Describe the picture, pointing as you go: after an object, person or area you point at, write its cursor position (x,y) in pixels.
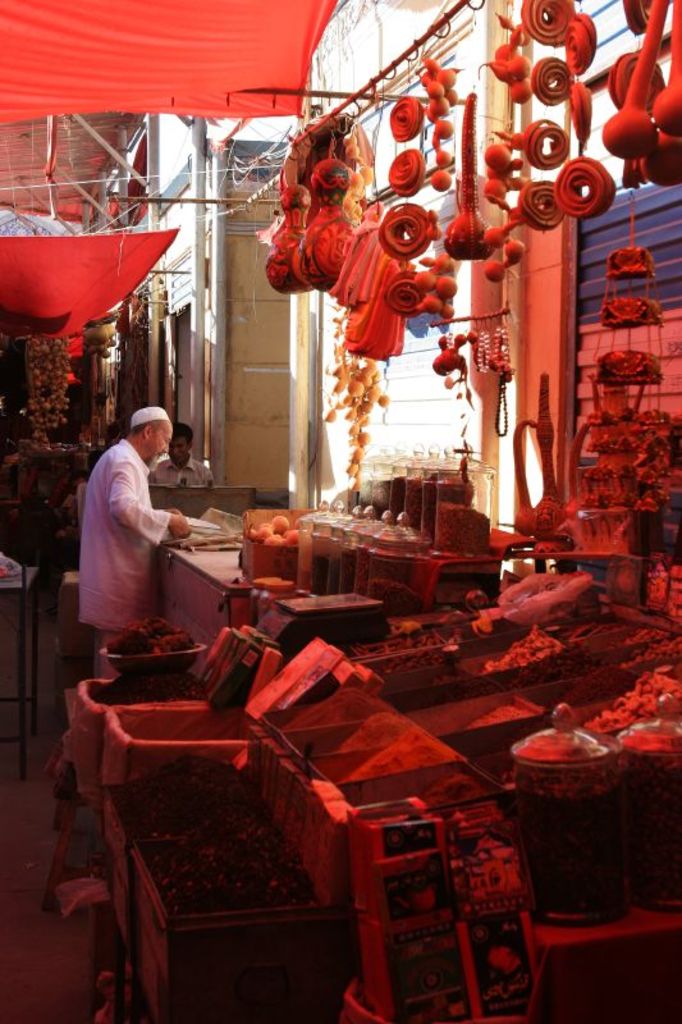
In this image in the foreground (415,680) there is a shop (410,586) of different food (344,541). In the background (147,579) there are few people (134,456). At the top (140,56) there are tents (125,111).
